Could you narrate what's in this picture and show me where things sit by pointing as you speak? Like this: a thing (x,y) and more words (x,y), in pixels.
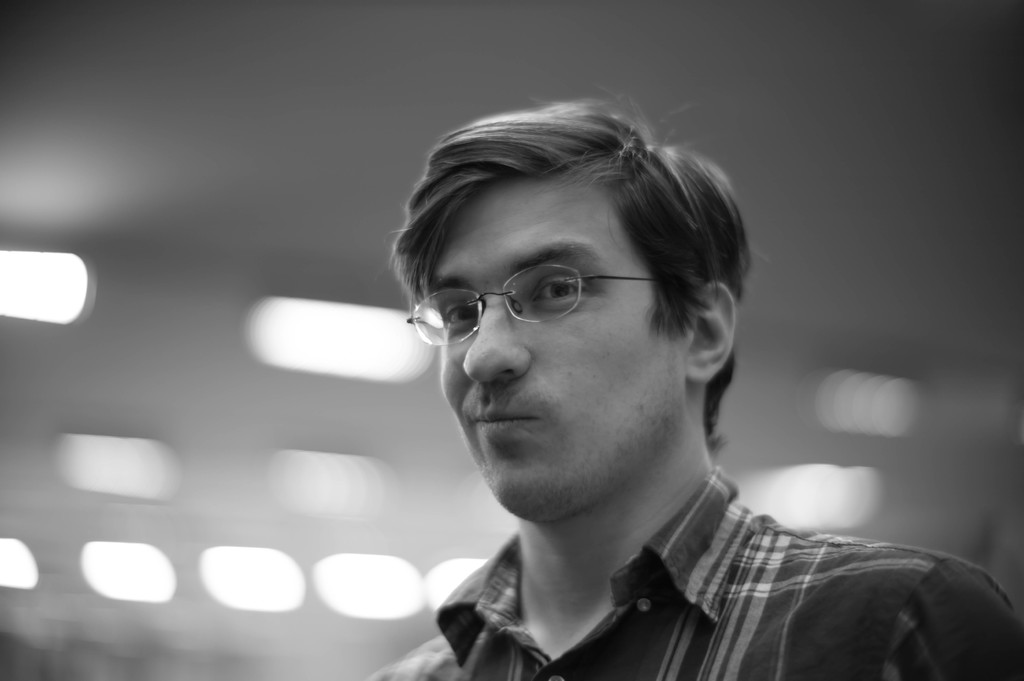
In this image we can see a man (645,387) and the man (648,385) is wearing spectacles (528,318). The background of the image (302,228) is blurred.
